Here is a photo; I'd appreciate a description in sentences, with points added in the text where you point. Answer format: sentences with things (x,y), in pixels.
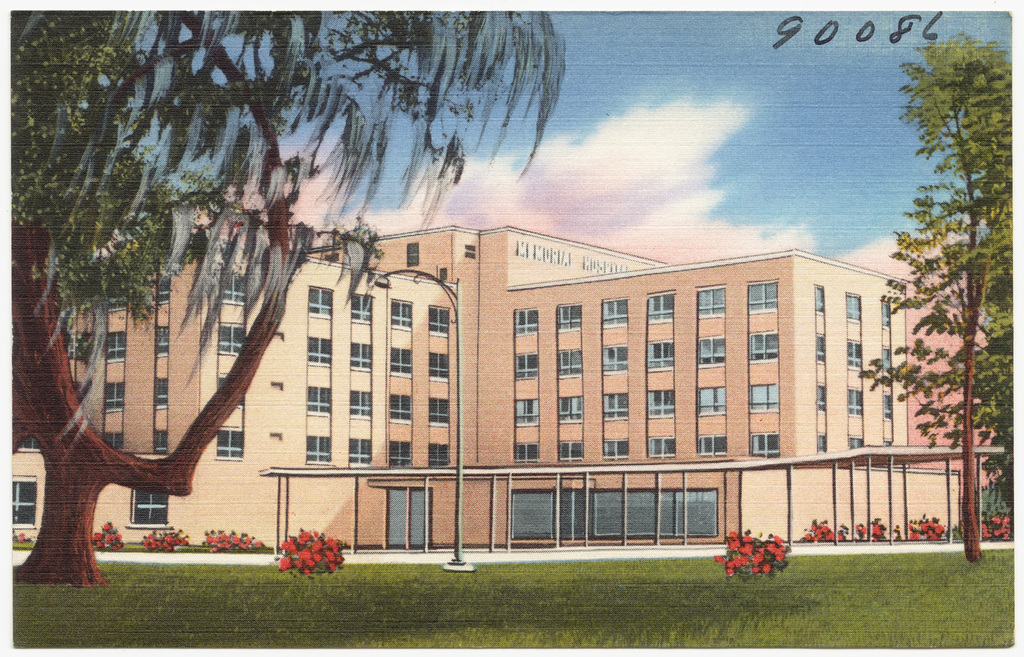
In this picture, we see a building (529,231) which is cream in color. I think this might be a hospital (543,257). On the bottom of the picture (855,611), we see grass (755,584) and plants (308,559) having red color flower (303,544). On the left corner of the picture (122,217), we see a tree (204,188) and on the right corner (937,107), we even see tree (929,313). On top of the picture (732,75), we see sky (842,179) and clouds (641,196).
